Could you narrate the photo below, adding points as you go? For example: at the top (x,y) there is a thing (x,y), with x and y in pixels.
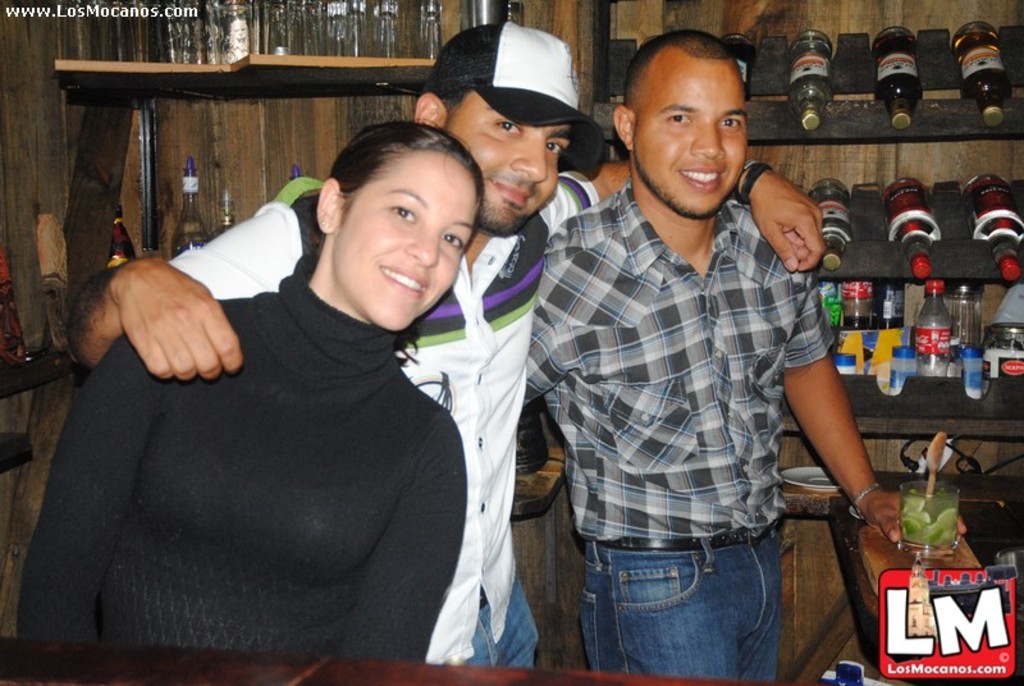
In the foreground of the image (442,447) there are people (629,302) standing. In the background of the image (921,124) there are bottles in racks (934,118). At the bottom of the image (913,592) there is a logo (926,622).
